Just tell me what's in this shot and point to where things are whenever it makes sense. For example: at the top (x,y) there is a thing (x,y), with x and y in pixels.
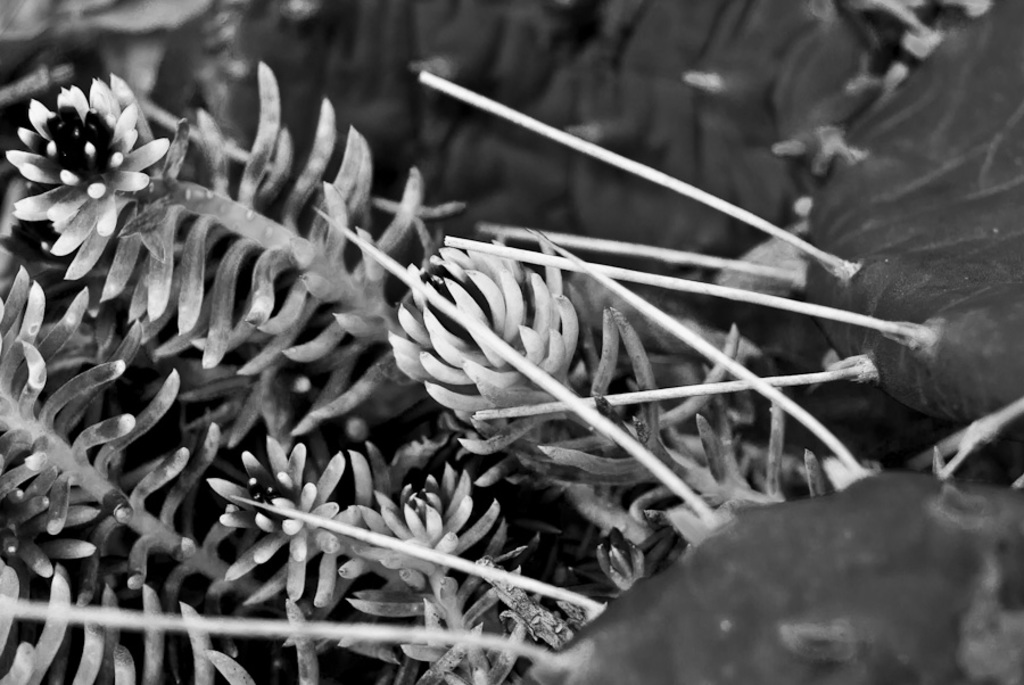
This is a black and white image and here we can see leaves (588,169).
